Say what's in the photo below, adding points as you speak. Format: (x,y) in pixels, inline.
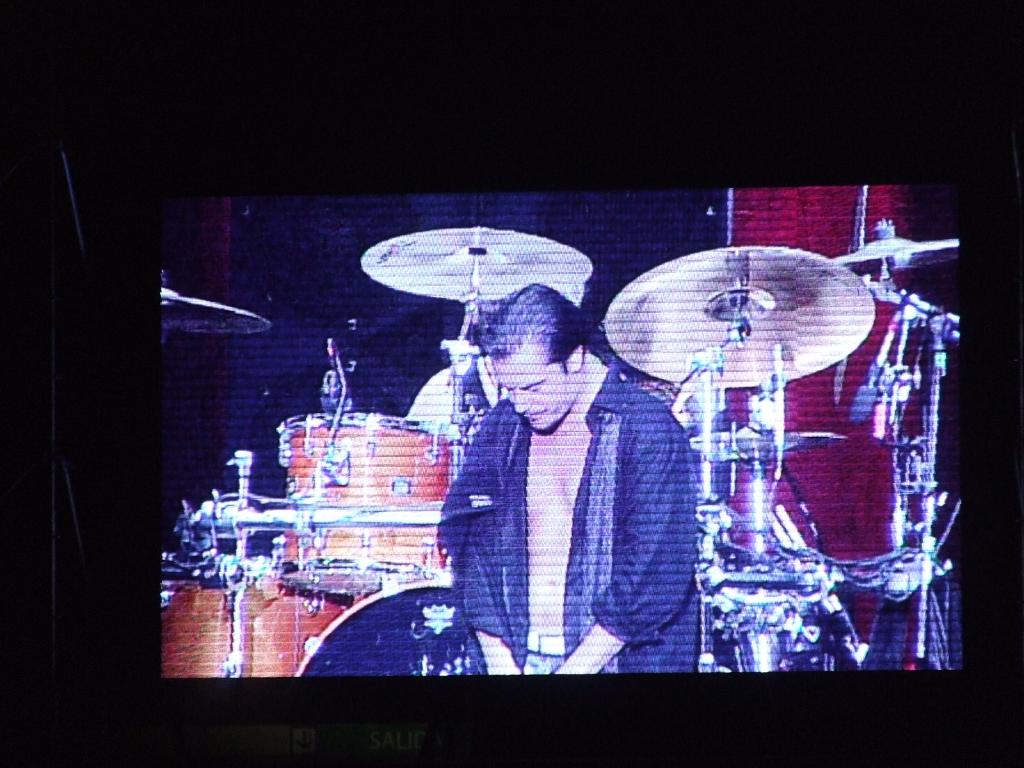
This is a picture, In the picture there is a screen (303,198) on the screen (503,433) there is a man (554,506) standing and background of the man (539,452) is a music instruments (420,429) and the background of the screen (276,283) is a black color.
